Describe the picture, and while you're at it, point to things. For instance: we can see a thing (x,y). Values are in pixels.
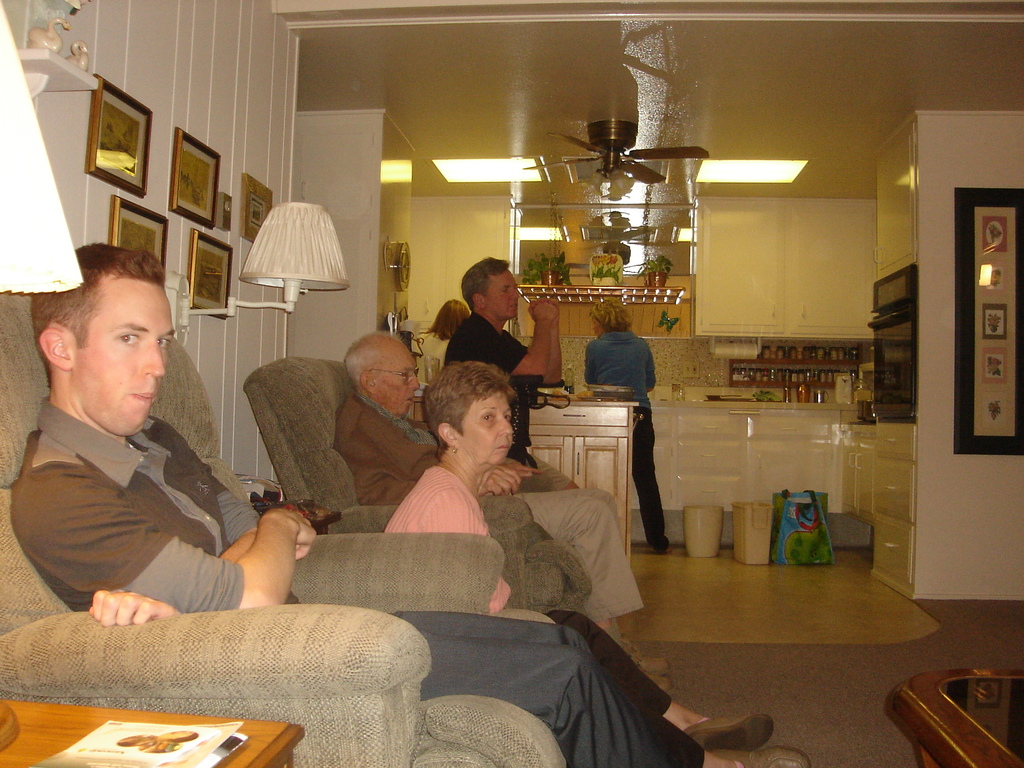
In this picture we can see six people (149,525), tables (245,754), book (149,732), lamps (172,290), cupboards (548,435), bag (801,497), jars (818,356), lights (783,166), fan (655,176), house plants (532,270), frames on walls (241,262) and three people (510,674) are sitting on chairs (333,420) and some objects (514,403).
